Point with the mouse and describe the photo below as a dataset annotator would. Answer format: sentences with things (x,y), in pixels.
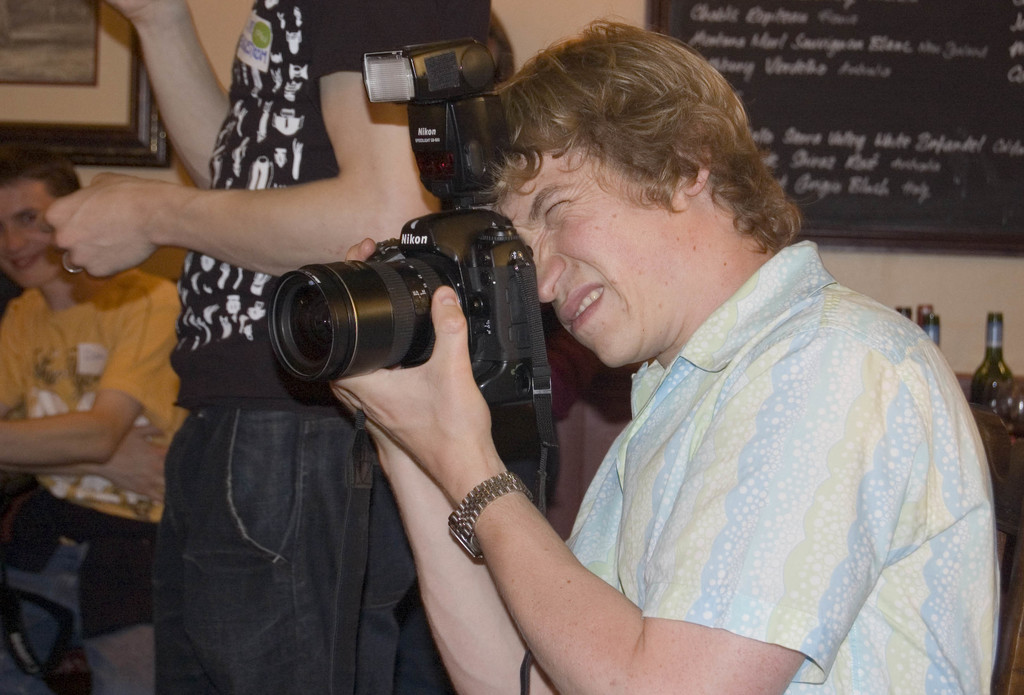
Here we can see a person (797,343) holding a camera (544,404) in his hands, and at side a person (322,68) is standing, and here is the wall (224,18) and photo frames (60,94) on it.
